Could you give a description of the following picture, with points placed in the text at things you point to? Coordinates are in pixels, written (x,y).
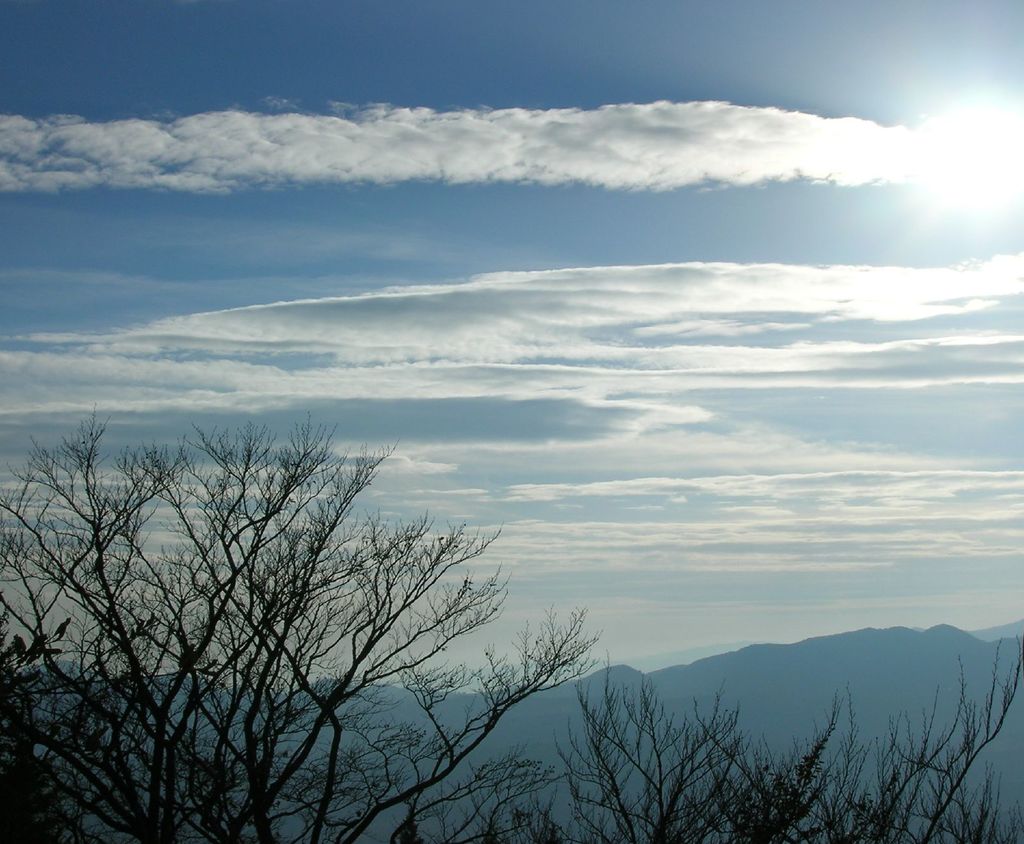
In this image it looks like a scenery in which there are trees (785,782) at the bottom (588,782). At the top (473,209) there is the sky (433,293) with the clouds (694,413). In the background (799,674) there are mountains (785,677).
